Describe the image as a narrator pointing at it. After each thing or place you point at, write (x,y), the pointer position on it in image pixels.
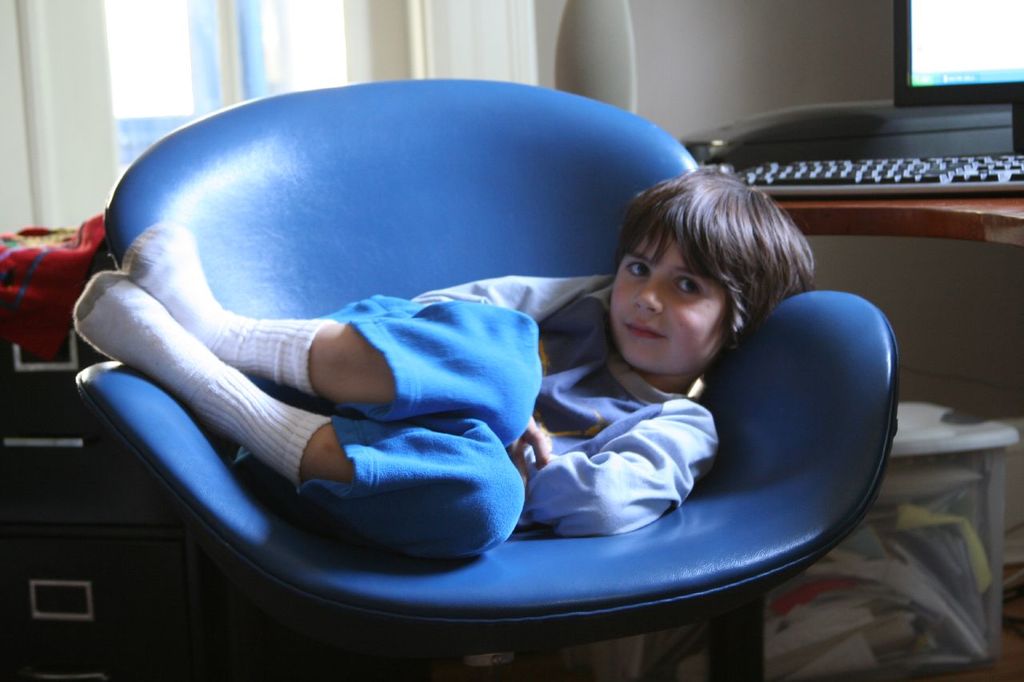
This image is clicked in a room (853,217). In the front (563,585), there is a blue chair (274,494) on which a person (548,426) is lying. And to the right (887,185), there is a table (965,210) on which a system (823,167) is there. In the background (735,79), there is a window (53,87) and wall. To the left (56,567), there is a drawer (44,534).
